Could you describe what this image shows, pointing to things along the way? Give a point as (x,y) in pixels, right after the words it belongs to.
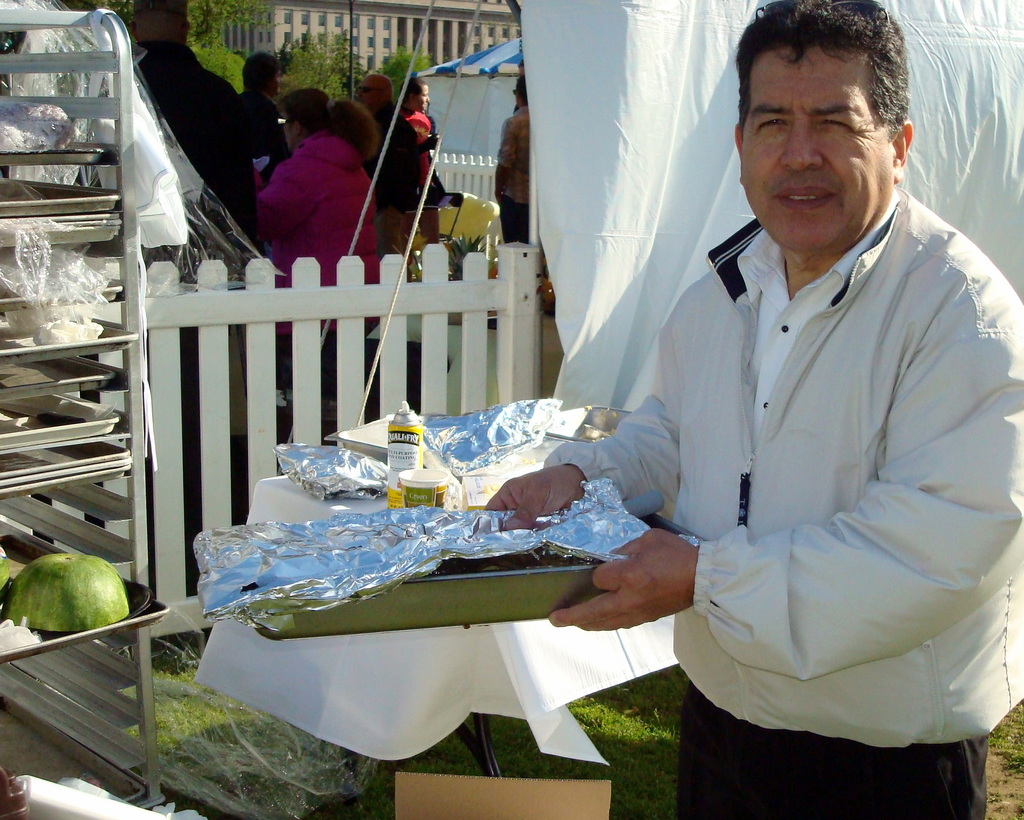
In the foreground (918,637) there is a person (861,572) holding a plate (378,601). On the left (74,110) there is iron frame (103,673), in the frame (105,386) there are plates (74,190) and fruits (26,580). In the center (556,410) the picture there is a table (358,470), on the table (415,456) there are silver foil (467,431), plate (583,433) and other objects (403,446). In the background (504,67) there are tents (619,132), people (293,108), trees (295,56) buildings (288,45) and railing (352,288). In the foreground (618,773) there is grass (654,775).
